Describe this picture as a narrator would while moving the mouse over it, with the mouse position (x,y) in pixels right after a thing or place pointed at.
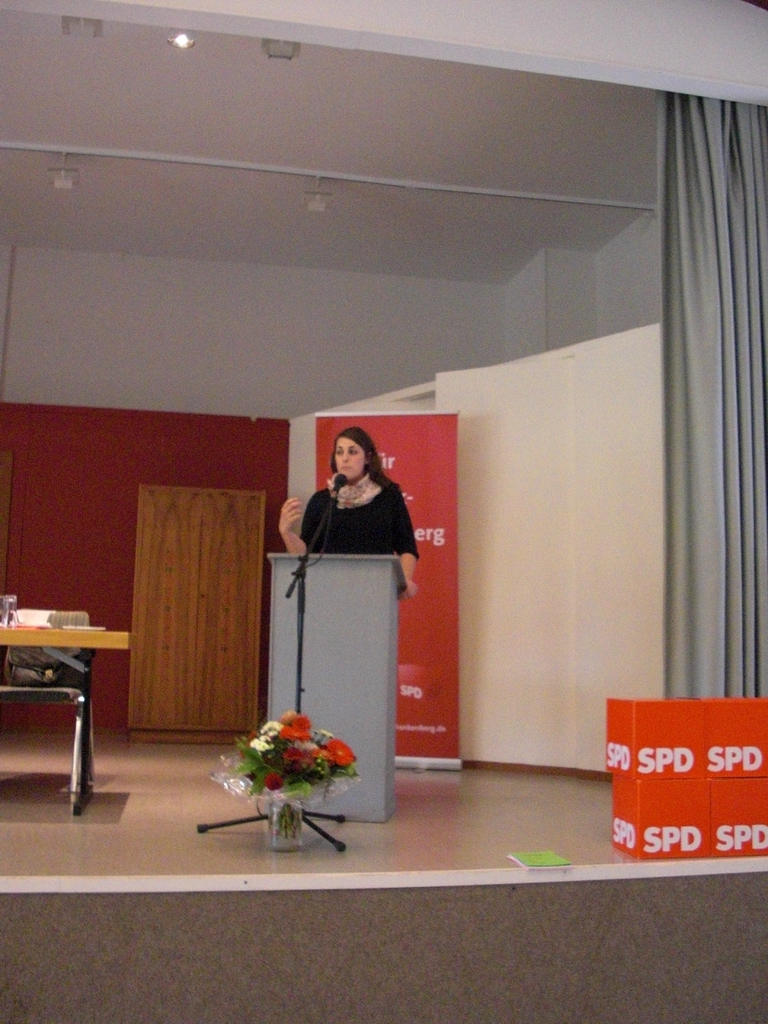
In this picture there is a woman (367,472) standing in front of a mic (333,496). There is a flower pot (291,782). There is a grey curtain (690,560). There is a table (65,635) and few things (45,622) on the table (88,641).
